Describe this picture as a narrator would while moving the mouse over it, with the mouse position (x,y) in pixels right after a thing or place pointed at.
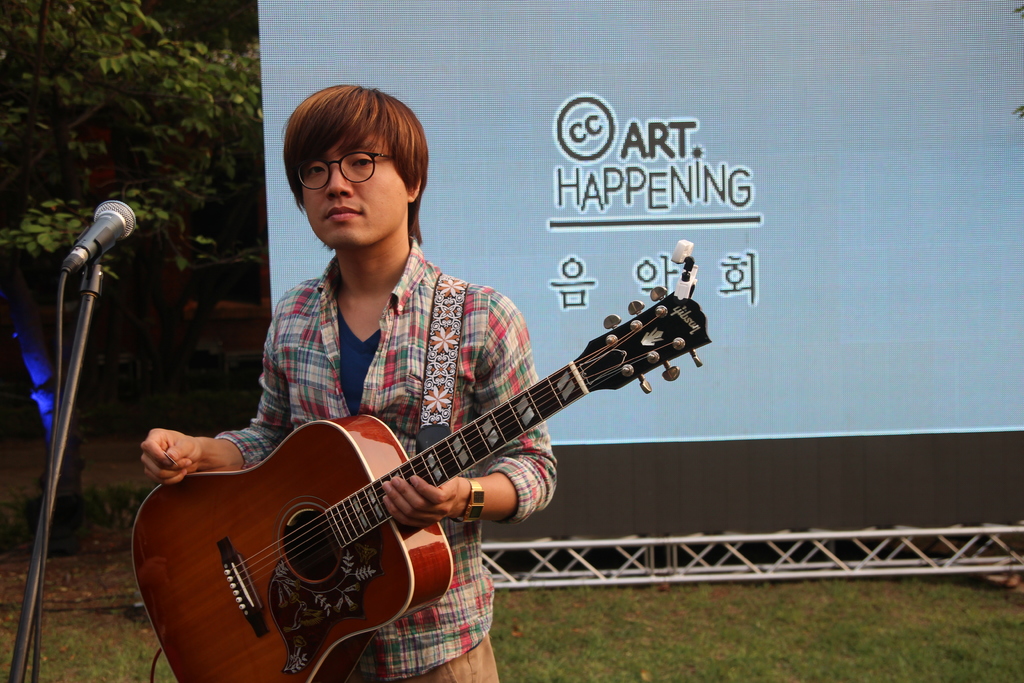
This persons (506,496) standing and holding guitar (348,420) and wear glasses (310,187), in front of this person (342,274) there is a microphone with stand (31,592). On the background (765,315) we can see banner (781,68), trees (28,48).
